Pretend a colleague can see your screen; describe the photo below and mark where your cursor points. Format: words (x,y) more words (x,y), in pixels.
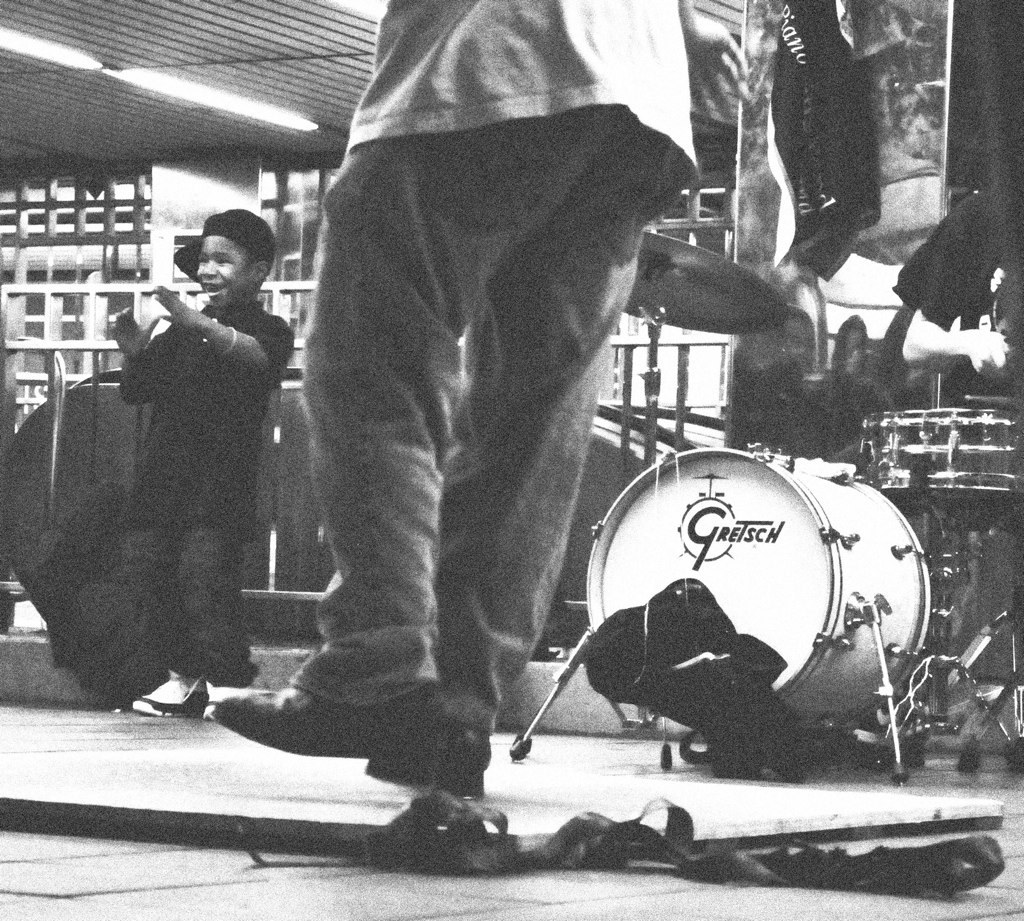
This is a black and white picture, in this image we can see a few people (349,450) and musical instruments (767,636) like drums (772,592) and some other objects (758,661), at the top of the roof (116,83), we can see the lights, also we can see a flag (869,139) and a poster (884,137).
